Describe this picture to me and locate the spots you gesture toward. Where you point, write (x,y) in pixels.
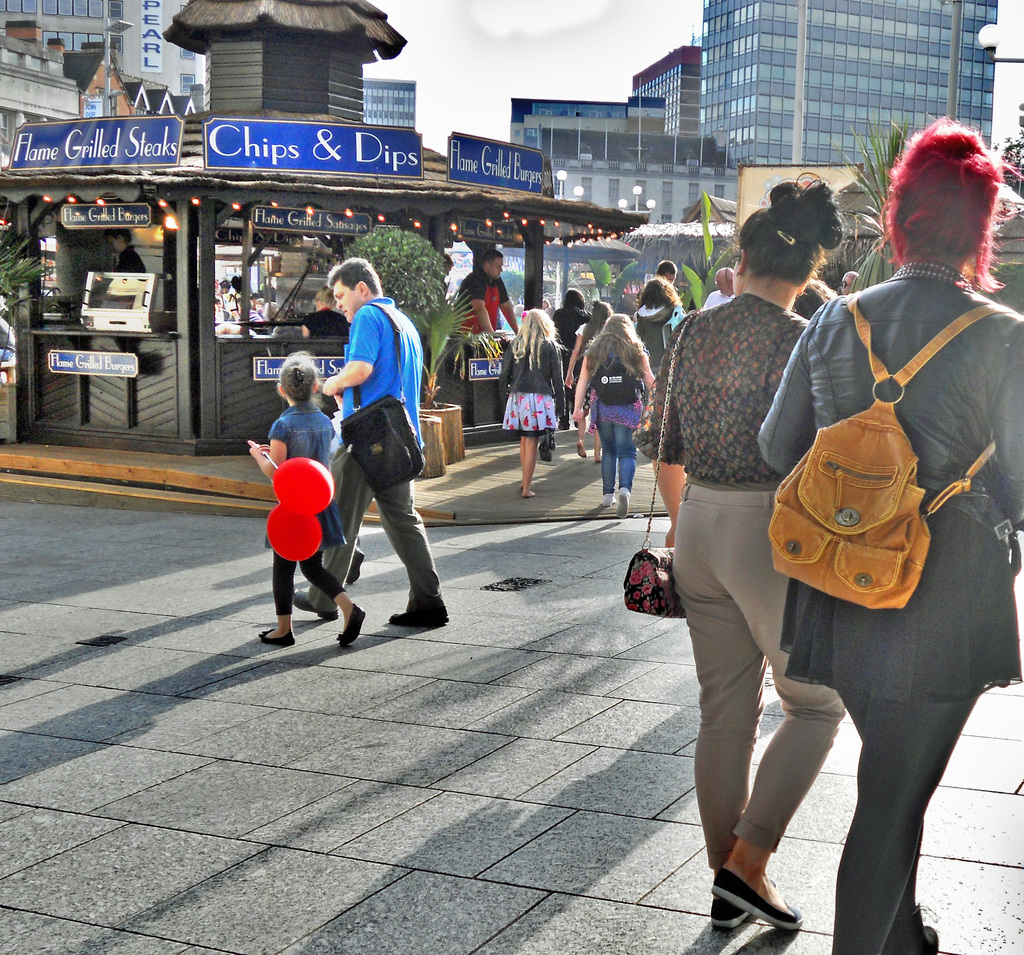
In the image there are many people (386,511) walking on the floor (3,647). Behind them there is a store (69,211) with roof (355,192), name boards (314,163), walls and lights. In the background (620,197) there are many buildings (828,69) with glasses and also there are poles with lamps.
